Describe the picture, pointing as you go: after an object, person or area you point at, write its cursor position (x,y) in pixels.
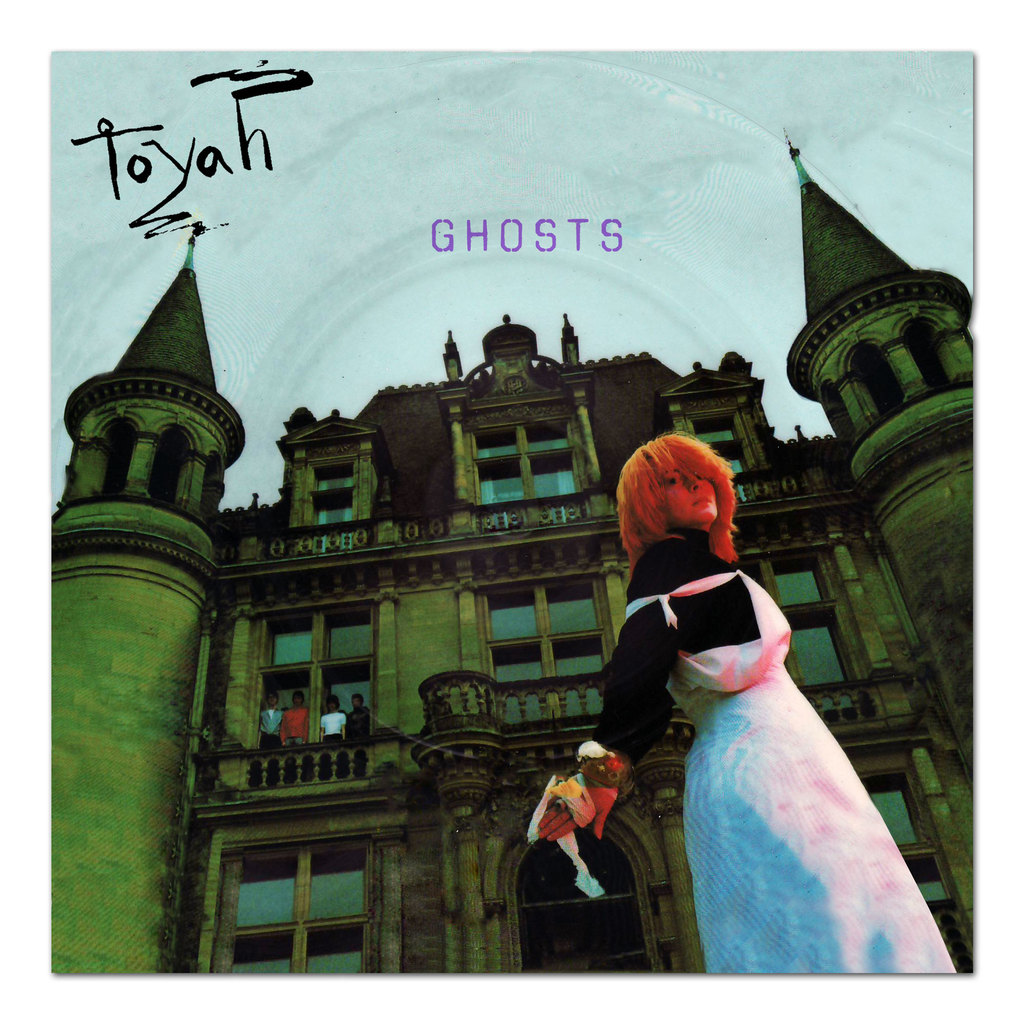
In the picture we can see a woman (714,952) standing with a costume (819,959) and behind her we can see a building (199,542) with a few people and on the top of it we can see some text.
